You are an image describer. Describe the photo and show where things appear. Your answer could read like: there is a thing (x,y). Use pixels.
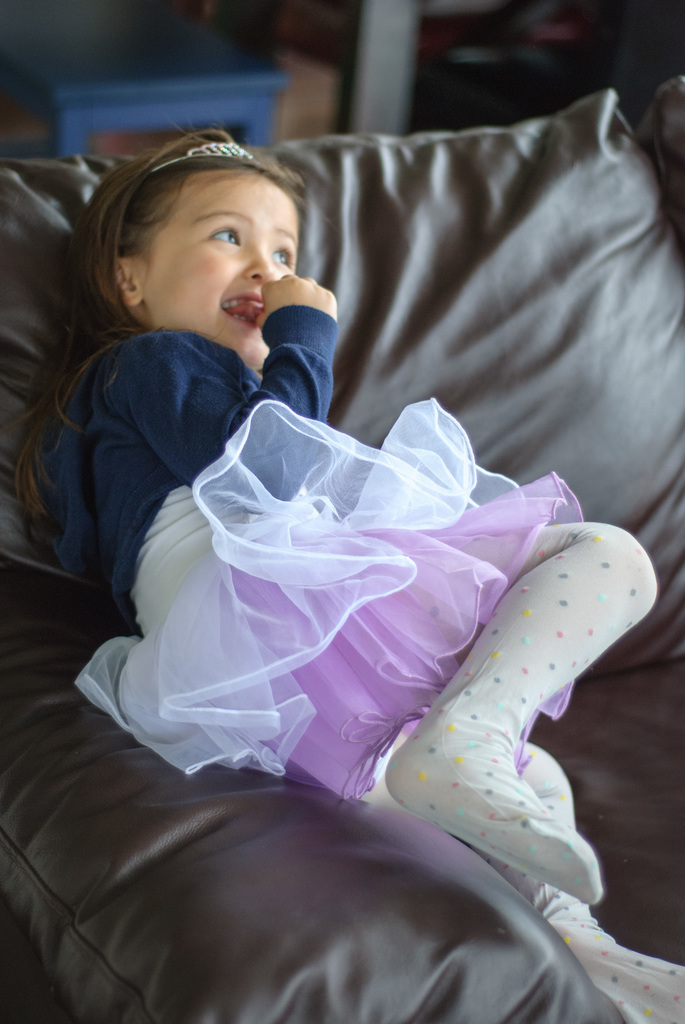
In this image I can see a girl (215,448) wearing blue, white and pink colored dress (234,521) is laying on a couch (588,459) which is brown in color. In the background (428,112) I can see few other objects (305,80).
